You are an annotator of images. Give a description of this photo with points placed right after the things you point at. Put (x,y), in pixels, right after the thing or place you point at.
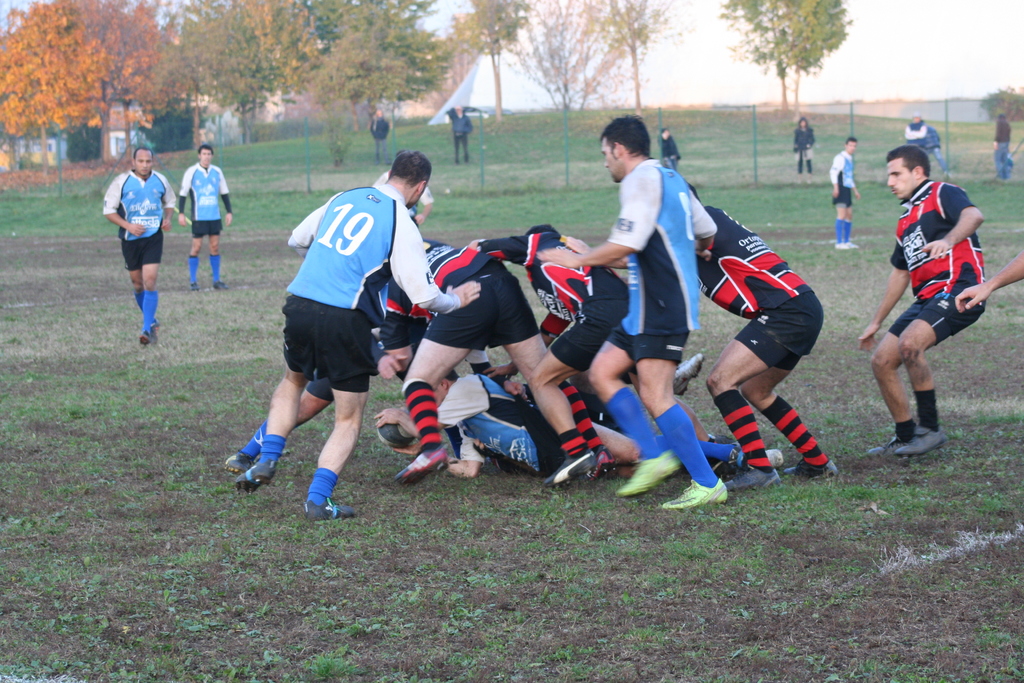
In this image I can see the group of people (399,222) with different color jerseys (357,266). These are in blue, white red and black color jerseys (383,289). To the side I can see the railing (483,117). In the background (401,104) there are many trees (514,18) and the sky (920,27).
